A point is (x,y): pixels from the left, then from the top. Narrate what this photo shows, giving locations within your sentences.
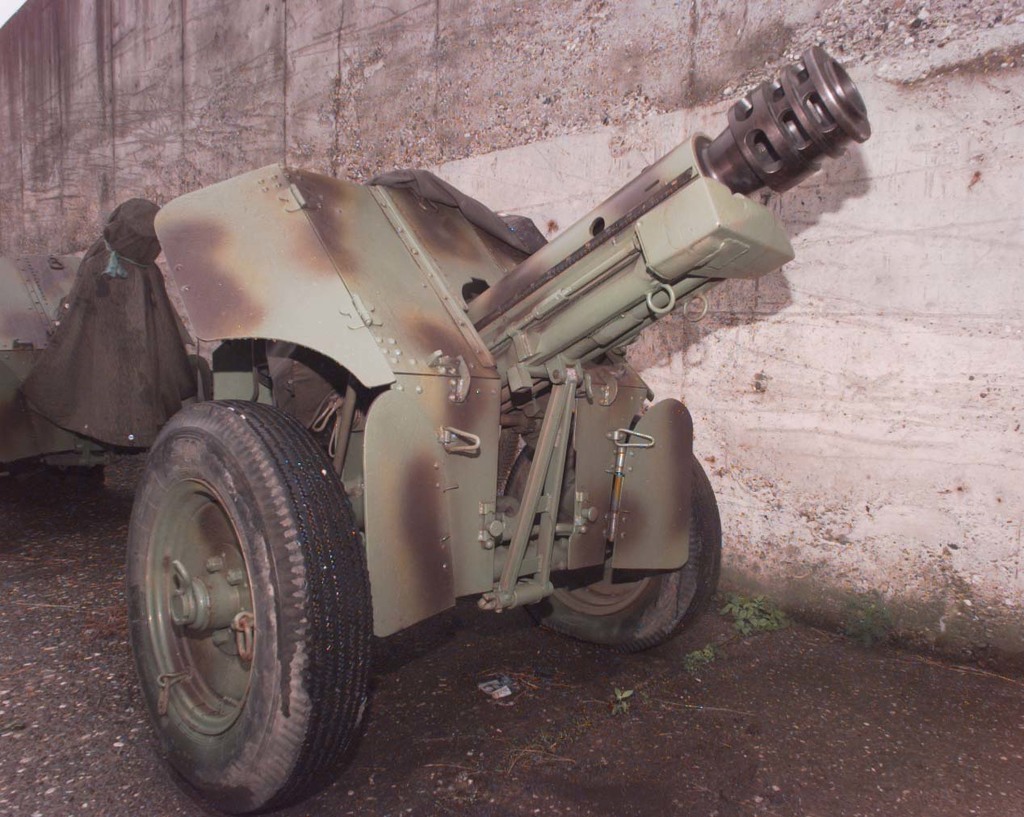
In the picture we can see a weapon vehicle (264,580) with two wheels (305,640) on the path (689,782) and beside it we can see the wall (933,117).
